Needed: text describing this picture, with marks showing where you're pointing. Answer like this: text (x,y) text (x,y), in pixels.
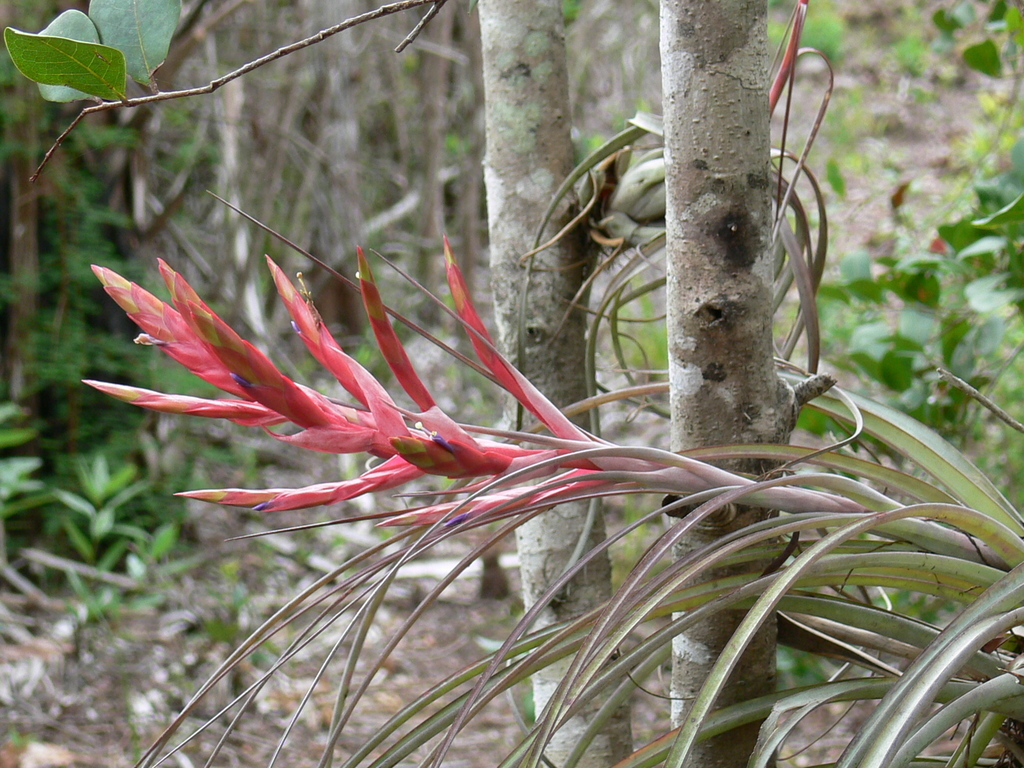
In this picture I can see some red color flower (305,420) on the plant (765,558). In the background (336,103) I can see the plants (985,367) and grass (975,148). In the top left corner (158,65) I can see some leaves (130,73) on the branch (117,103).
